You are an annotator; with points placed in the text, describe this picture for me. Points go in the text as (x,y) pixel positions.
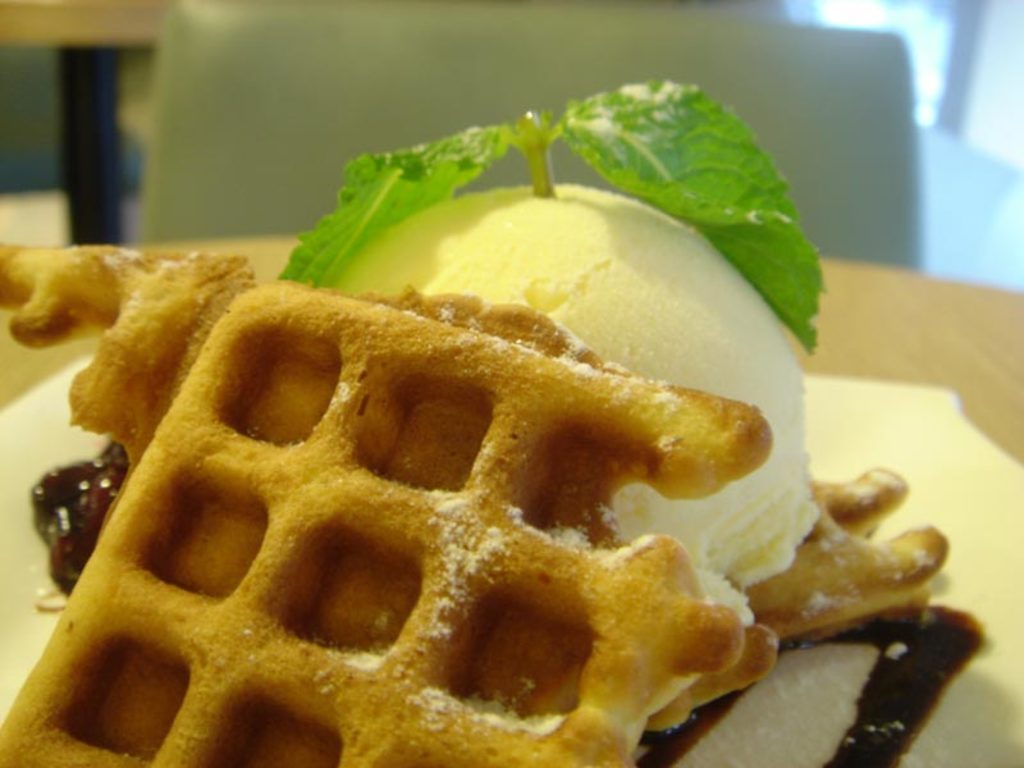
We can see ice cream (798,465), vegetable leaves (730,229) and food (627,595) on the table (951,317) and we can see chair (447,113).
